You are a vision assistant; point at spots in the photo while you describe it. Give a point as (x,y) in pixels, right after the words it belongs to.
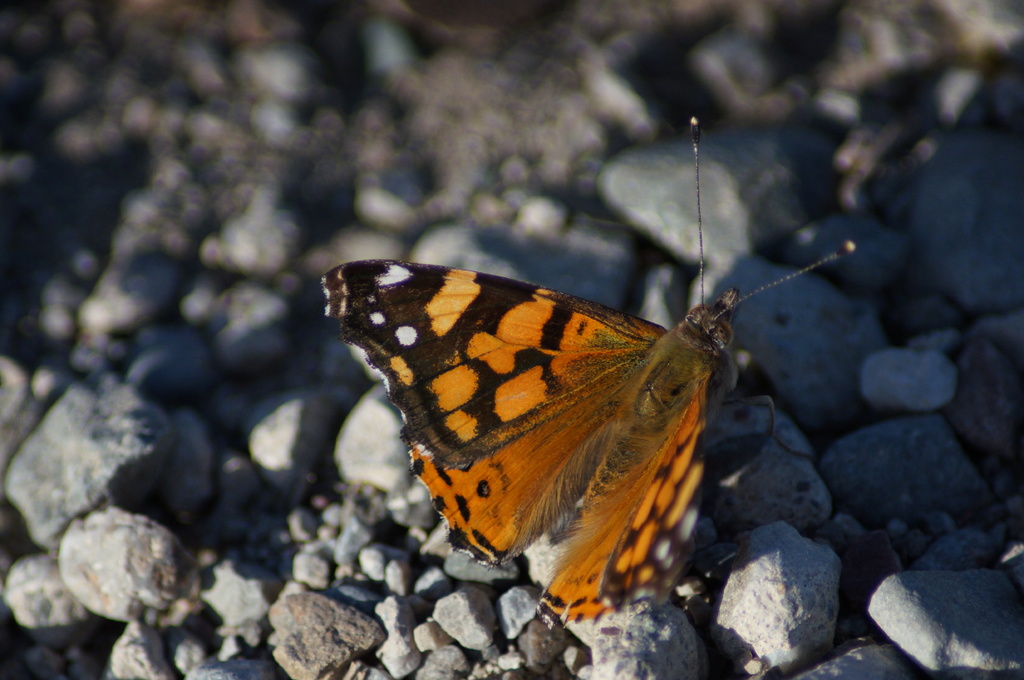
In this image we can see a butterfly (688,404) and also the stones (711,263) and some part of the image is blurred.
